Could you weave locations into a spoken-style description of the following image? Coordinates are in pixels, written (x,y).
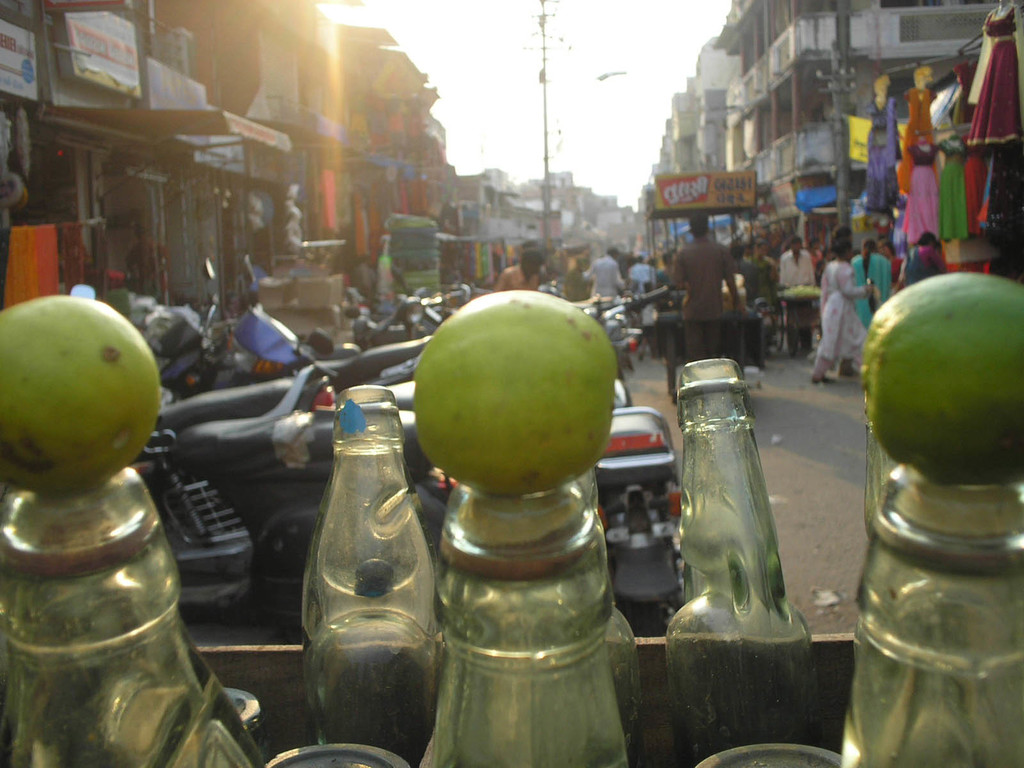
In this picture we can see a road (799,483) and buildings (718,140) and some clothes (955,162) are outside and bikes (398,306) are parking over here and some people (834,294) are walking and the lemons (919,379) are front of the screen and having some on bottles (500,632) it look like a street (807,498).
